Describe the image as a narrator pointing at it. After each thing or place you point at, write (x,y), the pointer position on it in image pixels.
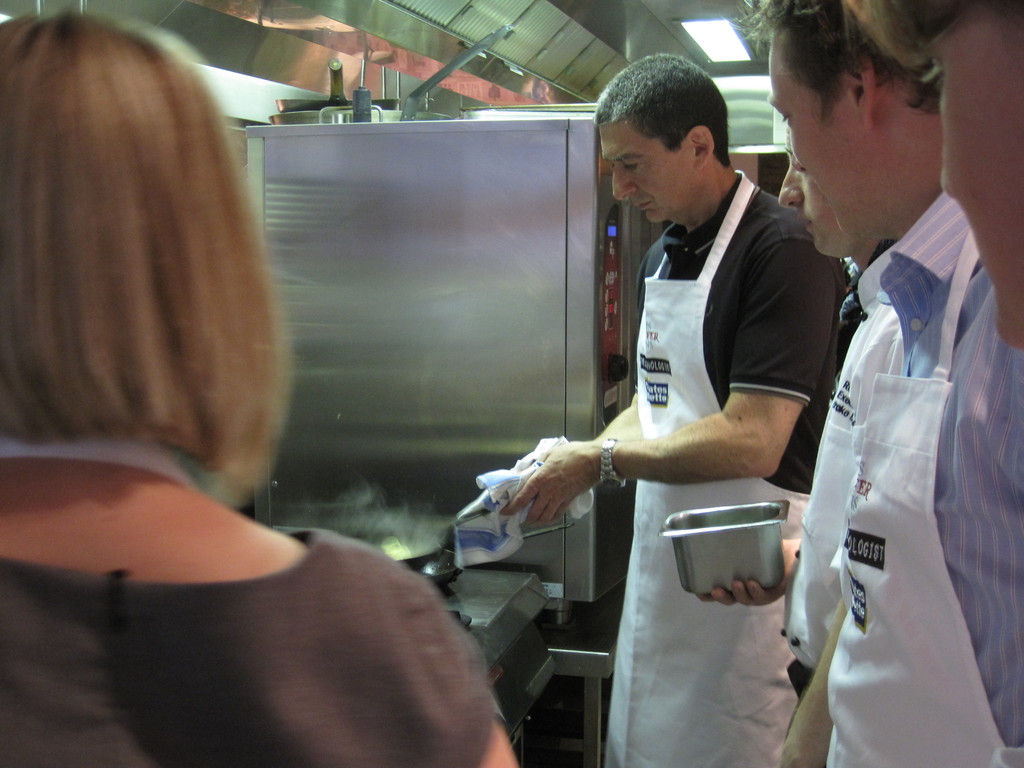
In the center of the image (655,373) a man (765,262) is standing and cooking and holding cloth (494,518), vessel (454,531). In the middle of the image (529,325) we can see a locker (529,284). On the right side of the image (910,305) we can see some persons (845,448), a man (842,515) is holding a vessel (749,543). On the left side of the image (167,347) a lady (164,443) is there. In the background of the image (308,122) we can see some objects (342,94), roof (672,30), light (716,48). At the bottom of the image (526,715) we can see stove (526,673), stand (589,688), floor (571,731).
